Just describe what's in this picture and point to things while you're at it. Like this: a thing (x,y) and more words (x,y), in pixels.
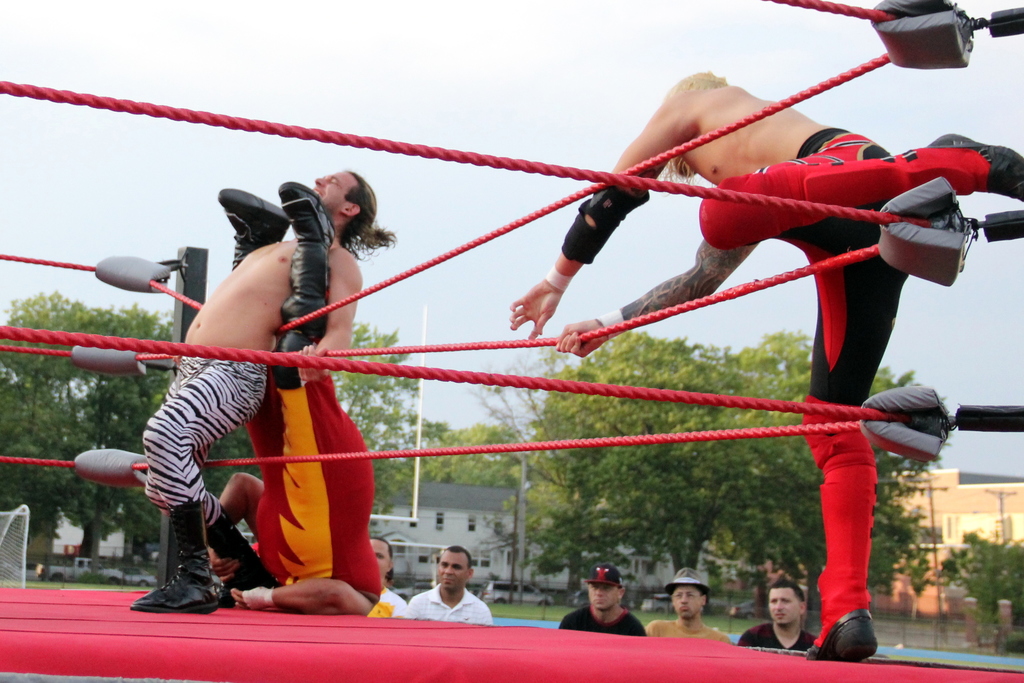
In this image I can see three men (304,333) are fighting on the boxing ring (105,631) which is in red color. In the background (457,594) there are few people (637,622) looking at these men (320,345). In the background (428,477) there are some buildings (493,536) and trees (604,481). On the top of the image (445,47) I can see the sky (287,80).
